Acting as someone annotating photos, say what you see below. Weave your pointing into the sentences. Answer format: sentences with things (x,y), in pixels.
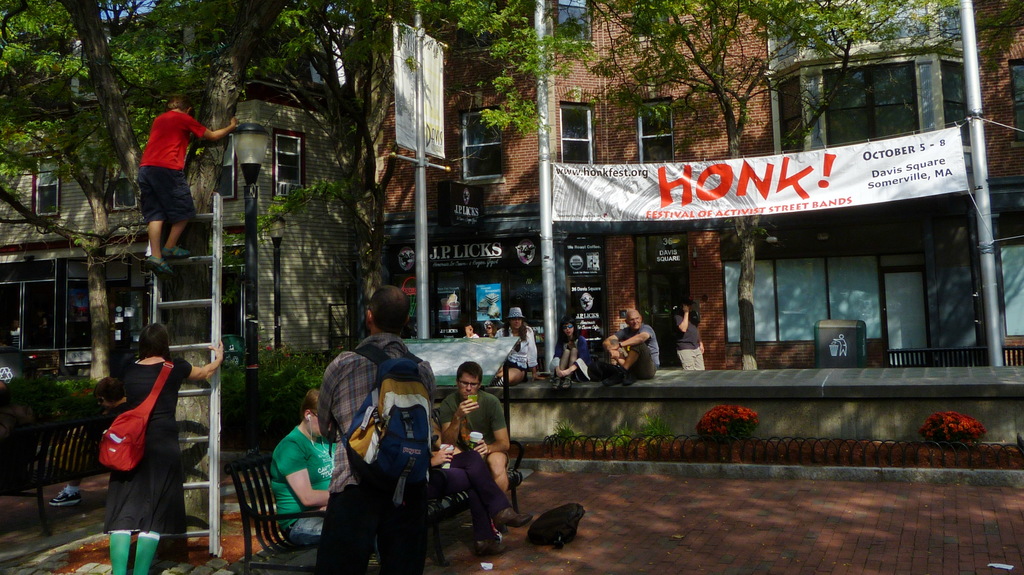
In the center of the image (578,270) we can see buildings (597,302), windows (583,152), stores (597,302), some persons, boards (815,162), poles (421,143). At the bottom of the image (310,500) we can see plants (646,426), fencing (759,451), table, ladder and some persons (287,485), bench (446,501). In the background of the image (273,203) we can see some trees (181,50). On the right side of the image (863,345) we can see a garbage bin (825,329).
